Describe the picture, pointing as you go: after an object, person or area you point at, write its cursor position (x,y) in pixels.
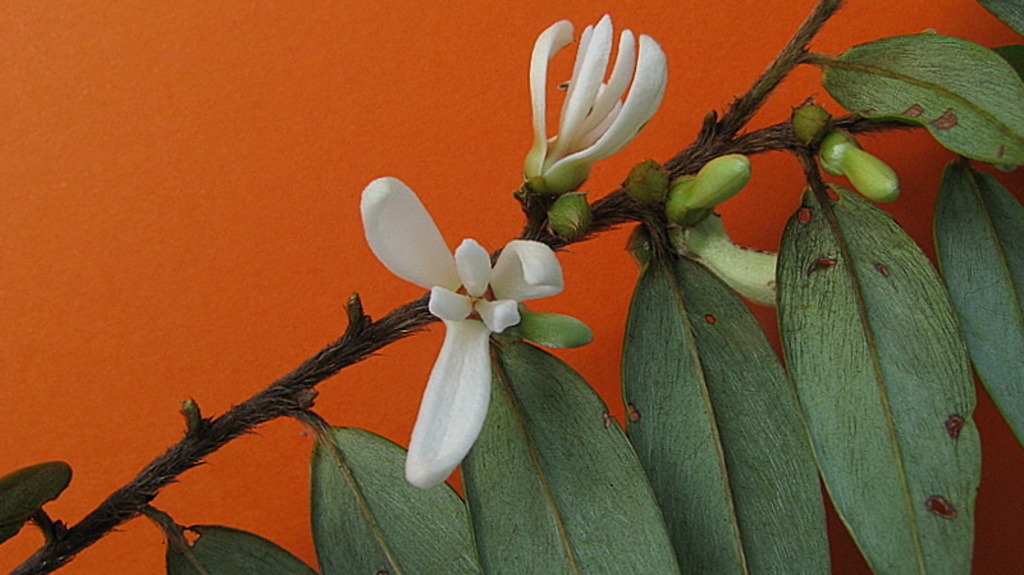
In the foreground of this image (509,305), there are flowers (531,240) and buds (812,109) to a plant (741,393) and there is an orange background (193,200).
